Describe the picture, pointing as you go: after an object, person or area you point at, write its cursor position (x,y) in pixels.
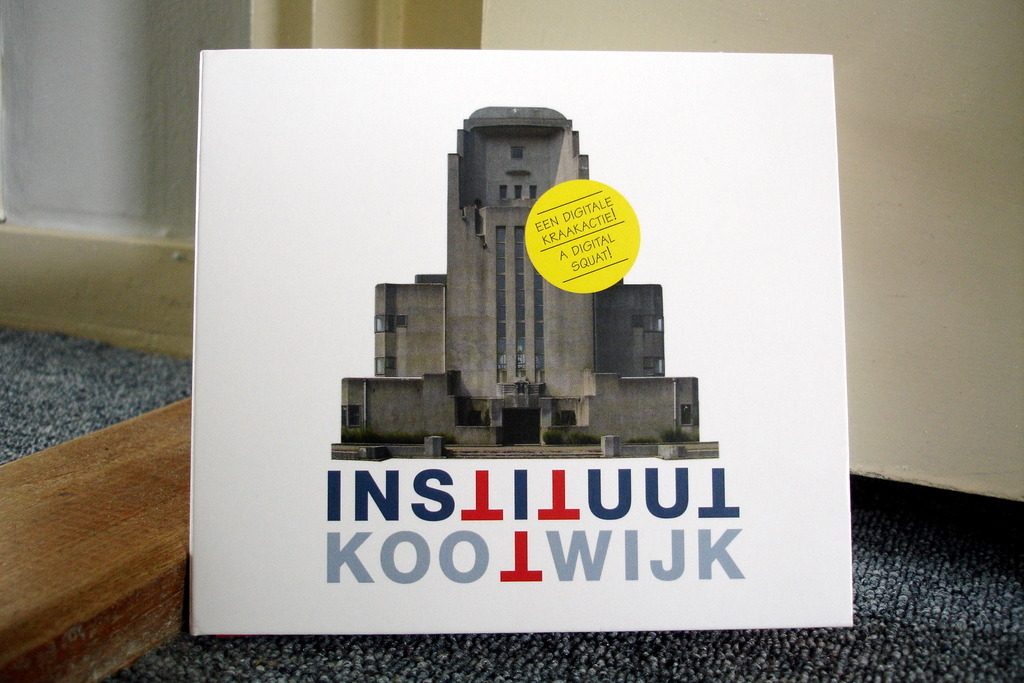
In the picture there is some object (542,461) related to an university is kept on the floor (299,666).
